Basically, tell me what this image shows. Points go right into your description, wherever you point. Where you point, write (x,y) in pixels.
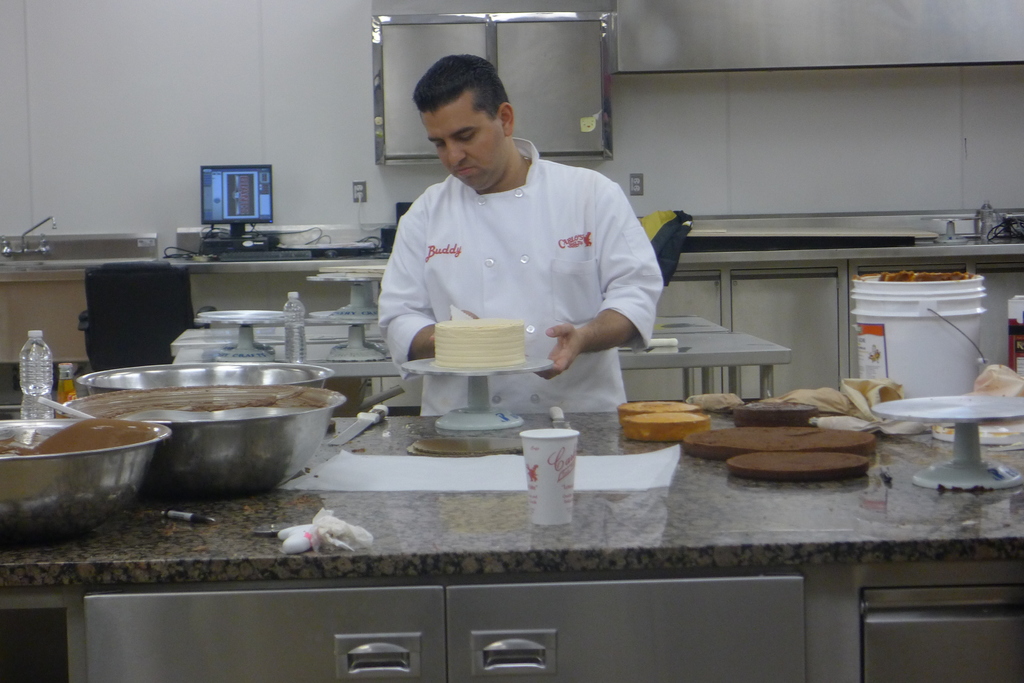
In the image there is a chef (468,203) in white dress (584,303) standing behind a kitchen table (185,534) with bowls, bottles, glasses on it. It seems to be he making a cake (496,348), in the back (663,366) there is wall (263,29) with table (780,294) in front of it, it seems to be a computer (283,257) on the left side (262,217).
